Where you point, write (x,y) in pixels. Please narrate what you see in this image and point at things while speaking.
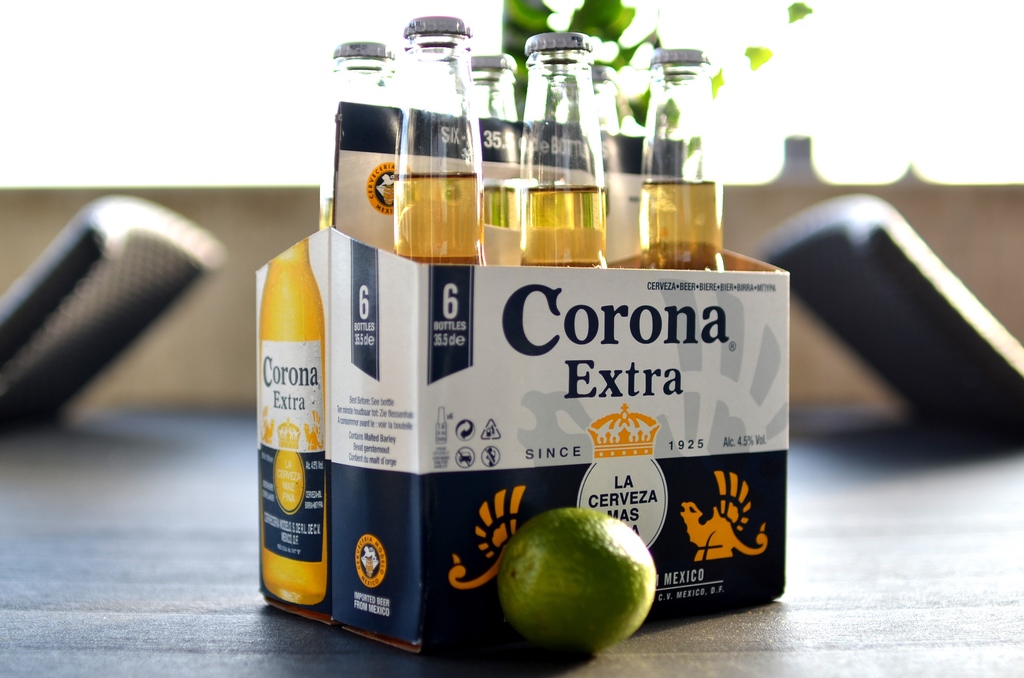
In this image, we can see some bottles (559,224) in a box (616,376) with some text (532,450) and images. We can see the ground (663,677) with some objects (950,303) and a fruit (601,566). We can also see the background (928,22).
